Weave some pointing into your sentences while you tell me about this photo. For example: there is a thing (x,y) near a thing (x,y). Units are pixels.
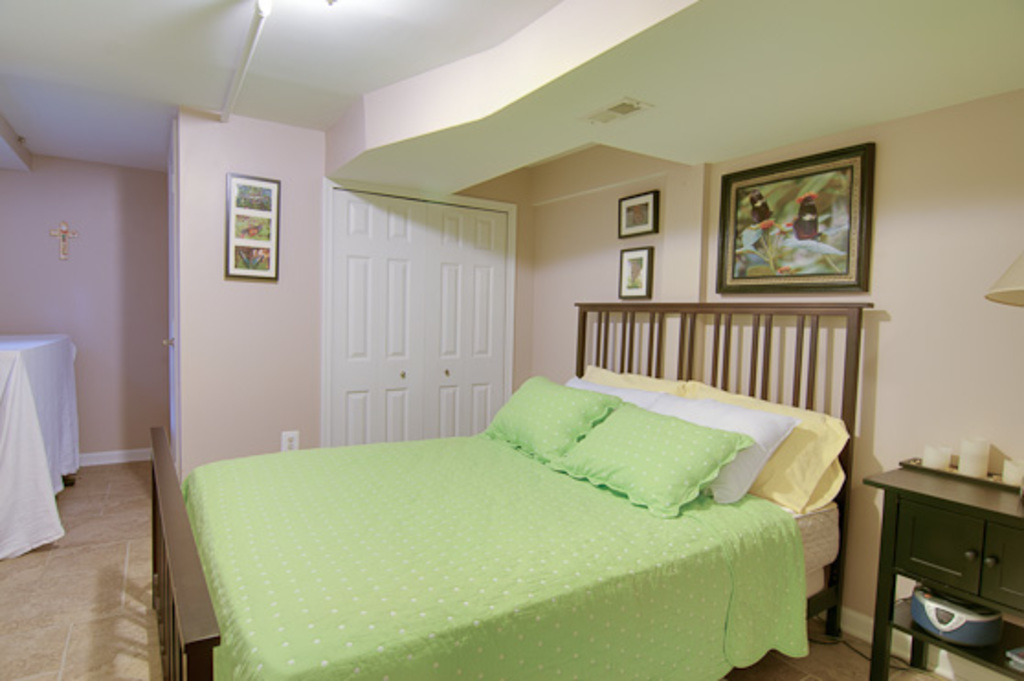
This image is inside the room (150,675). We can see a bed (527,634) with pillows (561,456), photo frames (782,225), table (917,506) and doors (473,300). This is the ceiling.
